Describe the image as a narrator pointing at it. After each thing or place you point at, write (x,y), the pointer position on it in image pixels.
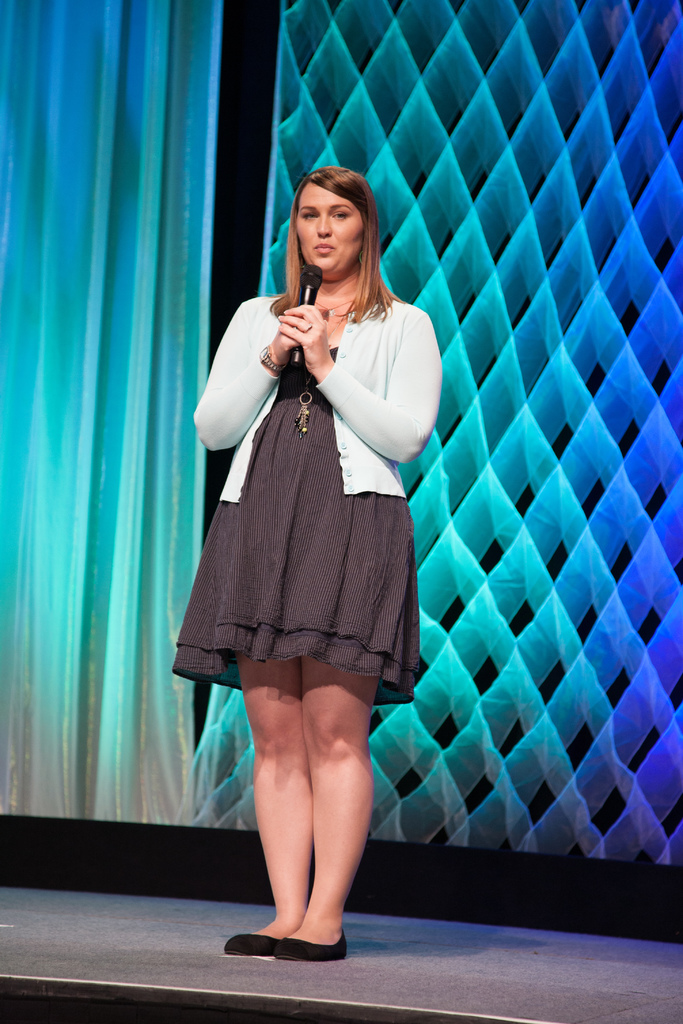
In this image, we can see a person (311,559) holding a microphone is standing. We can see the ground (555,972). In the background (596,693), we can see the wall (656,514) with some design (675,458).
